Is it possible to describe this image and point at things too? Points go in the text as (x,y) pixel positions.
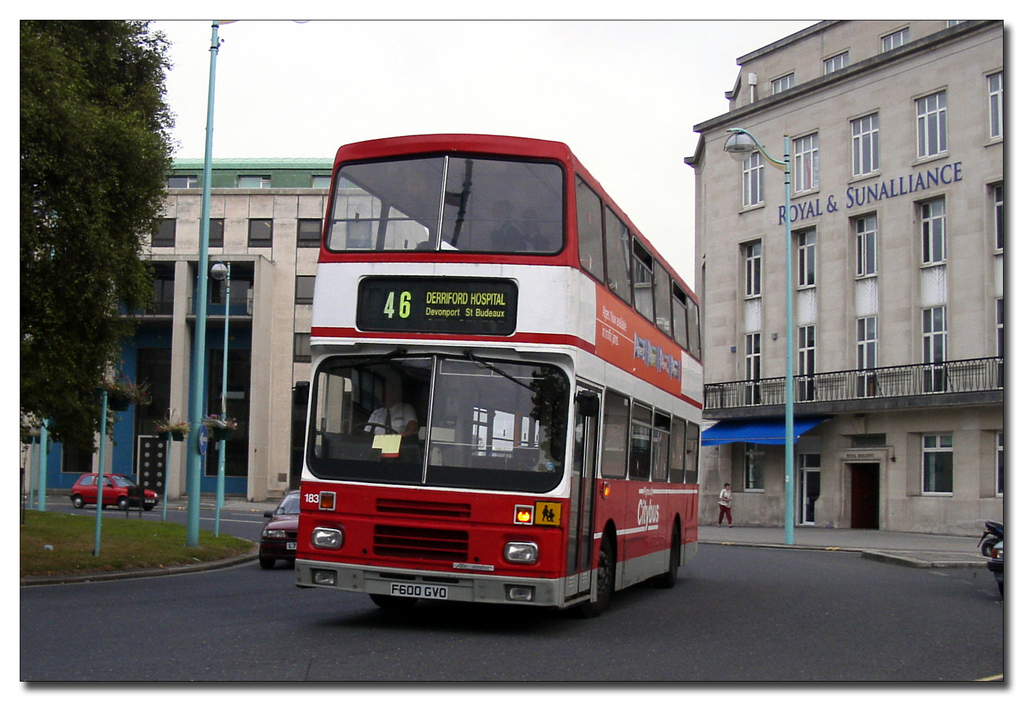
In front of the image there are people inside the bus (452,515). There are cars (152,498) on the road (299,604). On the right side of the image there is a person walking on the pavement (721,539). There is a bike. On the left side of the image (146,529) there is grass (91,531) on the surface (80,536). There are poles (191,519), light poles (788,479), flower pots (220,416), buildings (308,348), trees (102,212). At the top of the image (419,107) there is sky (537,64).
